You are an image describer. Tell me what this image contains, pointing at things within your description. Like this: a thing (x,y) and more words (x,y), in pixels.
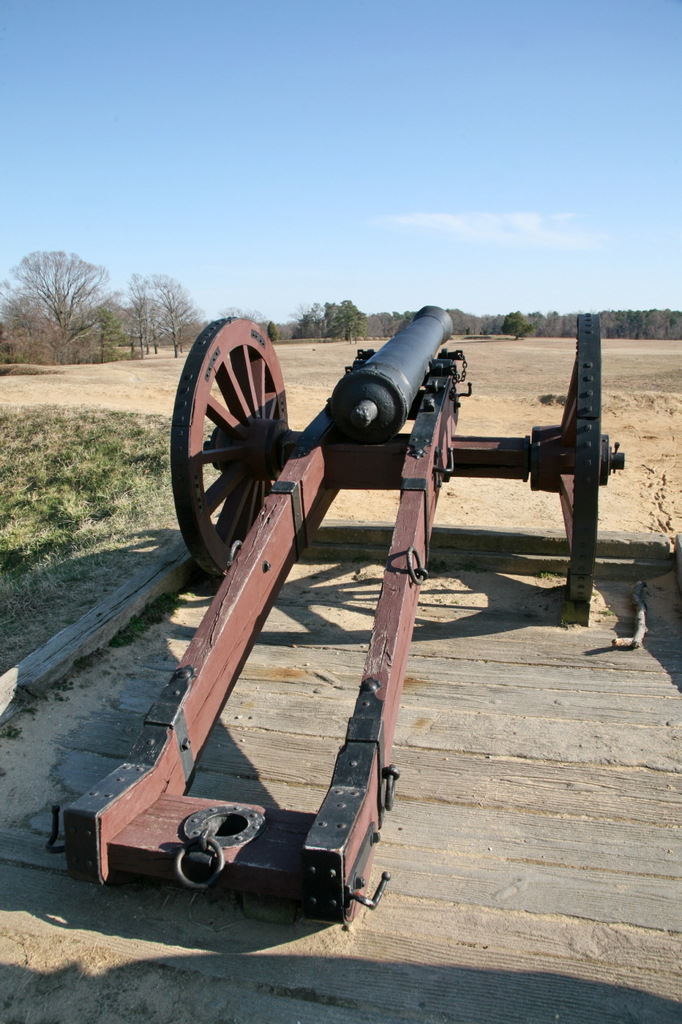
In this image we can see a cannon (196,690) on a surface (422,696). Behind the cannon (396,360) we can see a group of trees (629,320). At the top (340,196) we can see the clear sky (366,190).
